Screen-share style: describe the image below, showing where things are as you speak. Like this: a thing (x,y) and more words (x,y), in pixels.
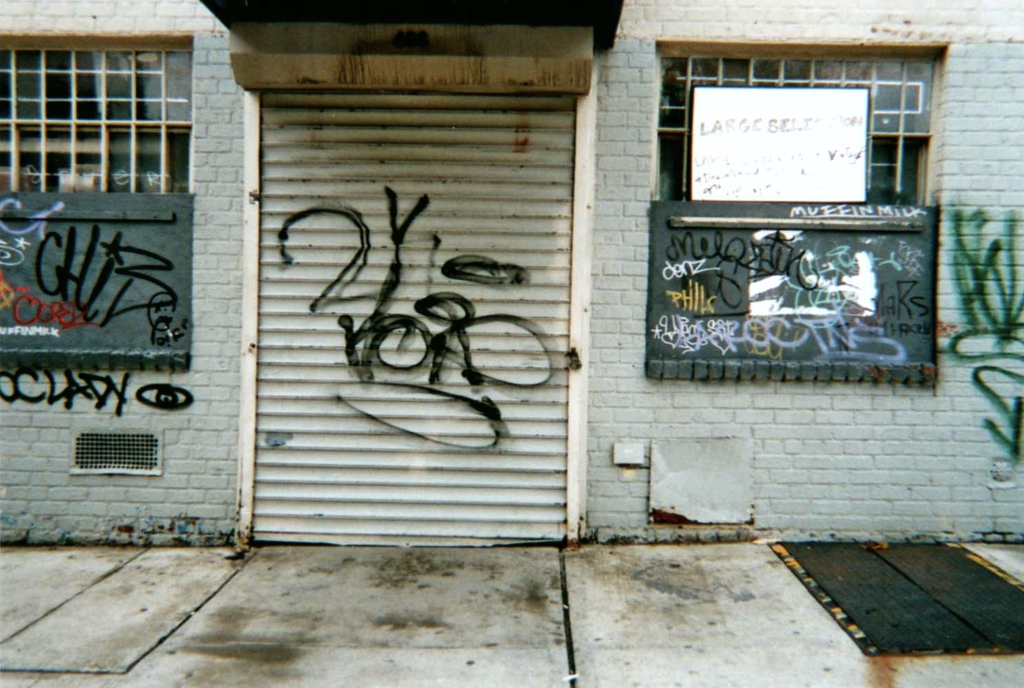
In this image we can see there is a wall (904,457) with shutter (429,270). And there are boards (802,244) with text (785,333) and painting (137,316). In front of the wall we can see the ground (304,583). And at the top (570,42) there is the wood (494,51).
